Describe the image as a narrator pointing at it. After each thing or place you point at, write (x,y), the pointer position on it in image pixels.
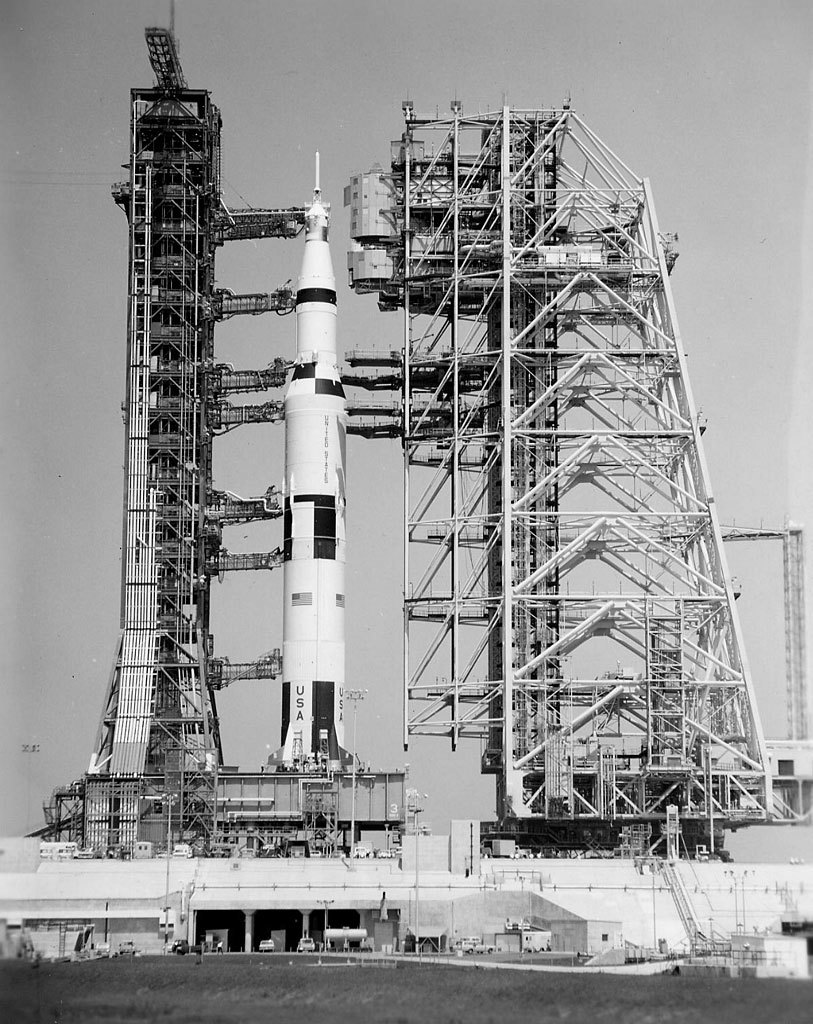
In the foreground (267,953) I can see a group of people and vehicles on the road (532,967). In the background (812,807) I can see a fence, metal rods (521,284), missile launching machine (319,763) and the sky (54,129). This image is taken on the ground (250,993).
